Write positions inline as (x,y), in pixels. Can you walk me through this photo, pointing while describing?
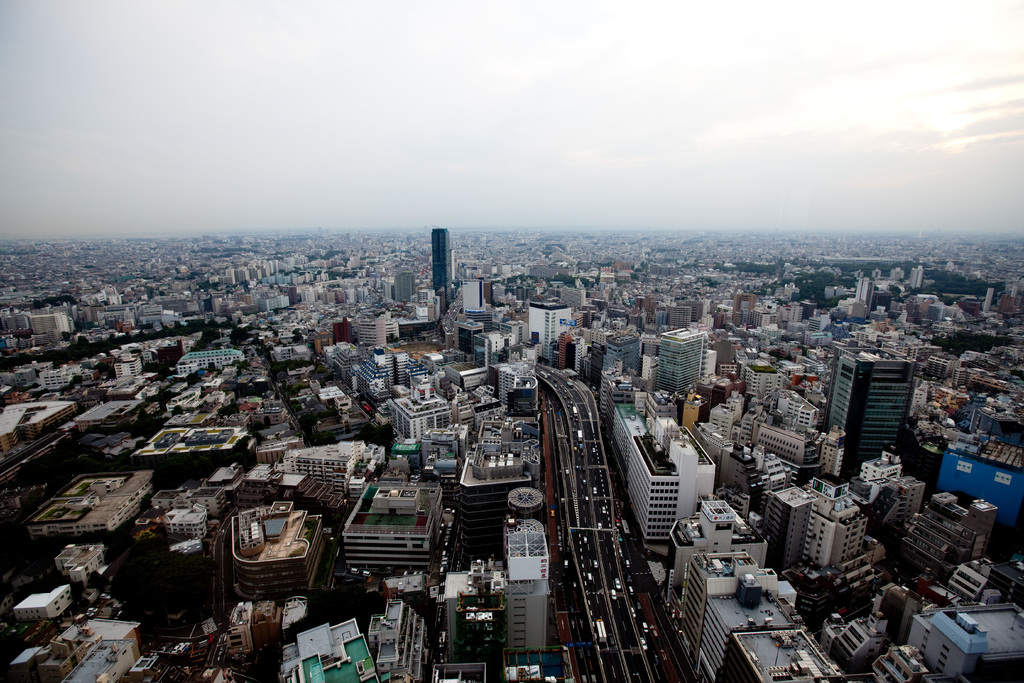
In this image, we can see so many buildings (428,533), roads (662,658), vehicles (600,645). Top of the image (488,195), there is a sky (462,146).
